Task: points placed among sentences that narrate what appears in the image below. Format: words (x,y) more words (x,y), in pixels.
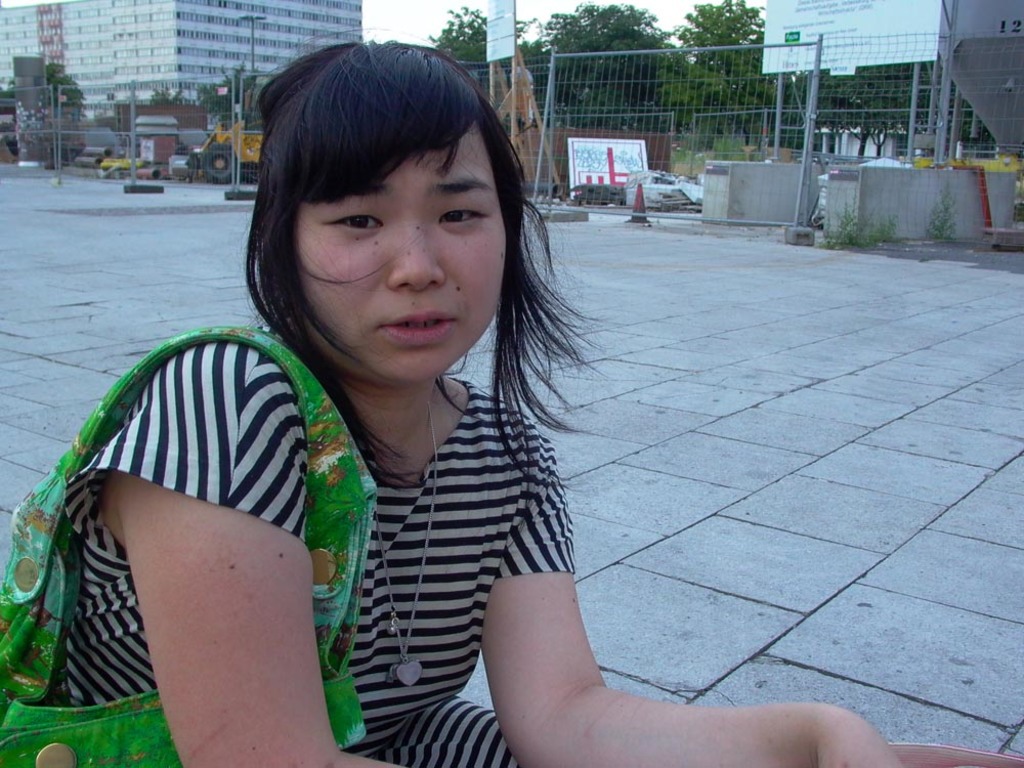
In the image there is a woman (373,557) and she is wearing a bag (141,702), there is a pavement (626,408) around the woman (184,544) and behind the pavement (209,198) there is a building (147,53) and few trees (550,52) and other objects (561,138).
